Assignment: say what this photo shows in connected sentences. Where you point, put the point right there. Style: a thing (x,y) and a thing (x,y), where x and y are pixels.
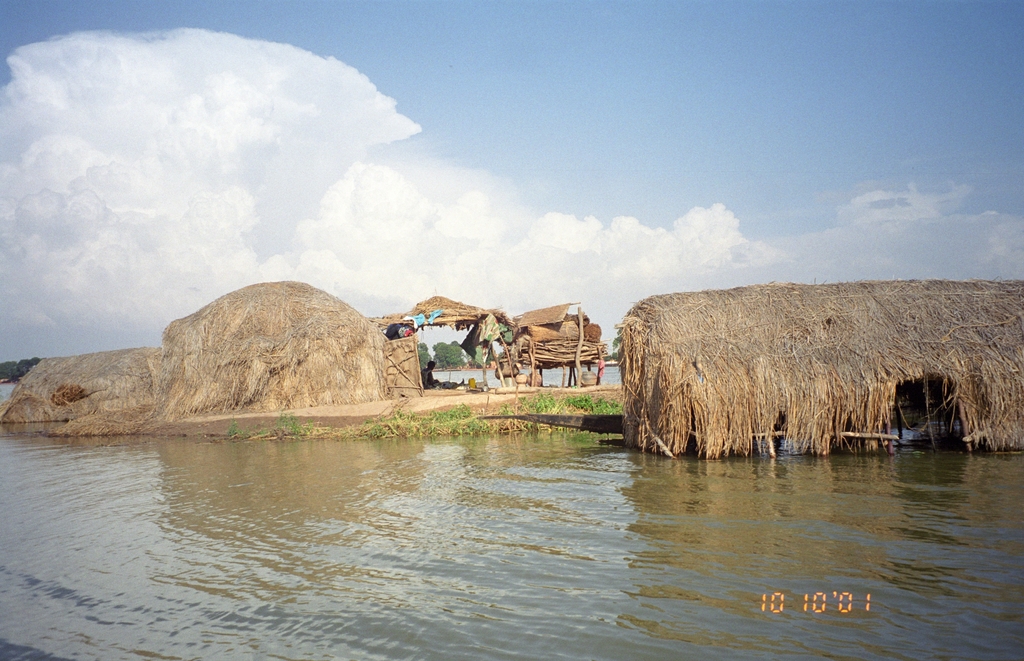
In this image I can see huts (493,352), the water (510,542) and other objects (530,366) on the ground (475,408). In the background (500,208) I can see the sky (490,176). Here I can see a watermark (797,600) on the image.
